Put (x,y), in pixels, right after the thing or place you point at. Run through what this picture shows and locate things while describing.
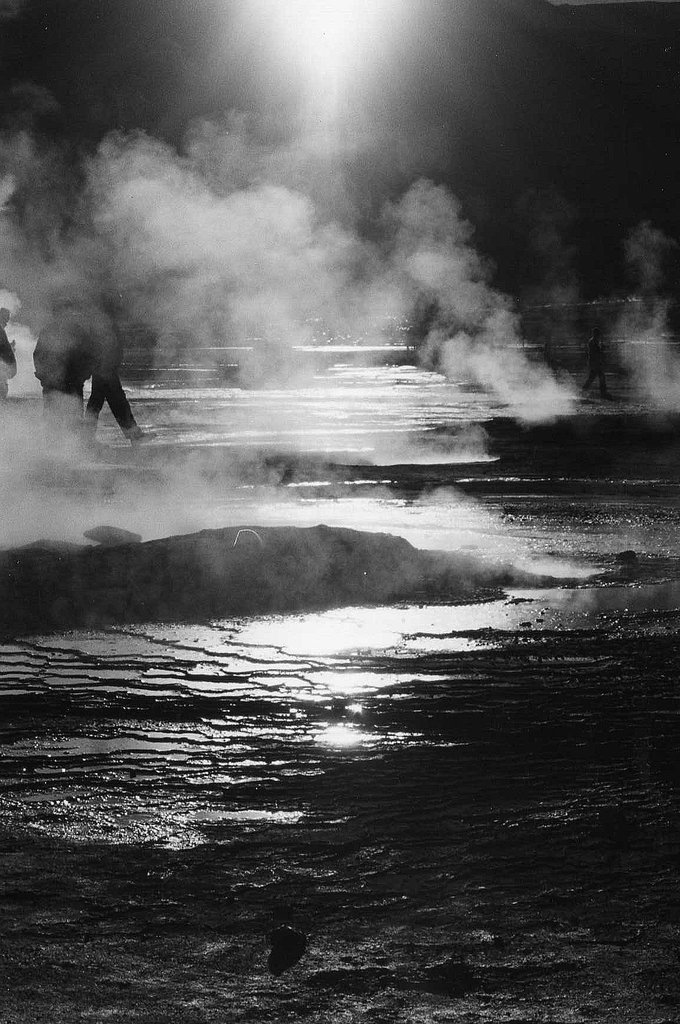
This is black and white image where we can see land (347,566) and smoke (210,498) in the air (16,327). Left side of the image (125,415) three persons (72,363) are there.
